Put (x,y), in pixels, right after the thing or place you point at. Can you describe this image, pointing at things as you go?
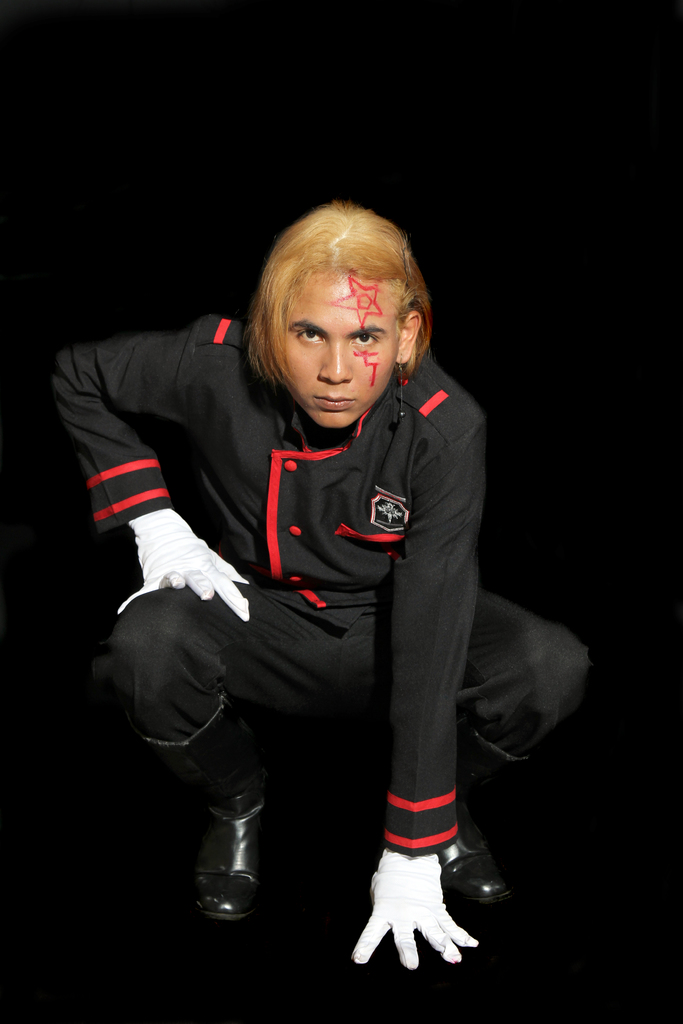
In this image I can see a person (337,523) wearing black and red colored dress (351,524) and white colored gloves (204,542). I can see the black colored background (506,472).
